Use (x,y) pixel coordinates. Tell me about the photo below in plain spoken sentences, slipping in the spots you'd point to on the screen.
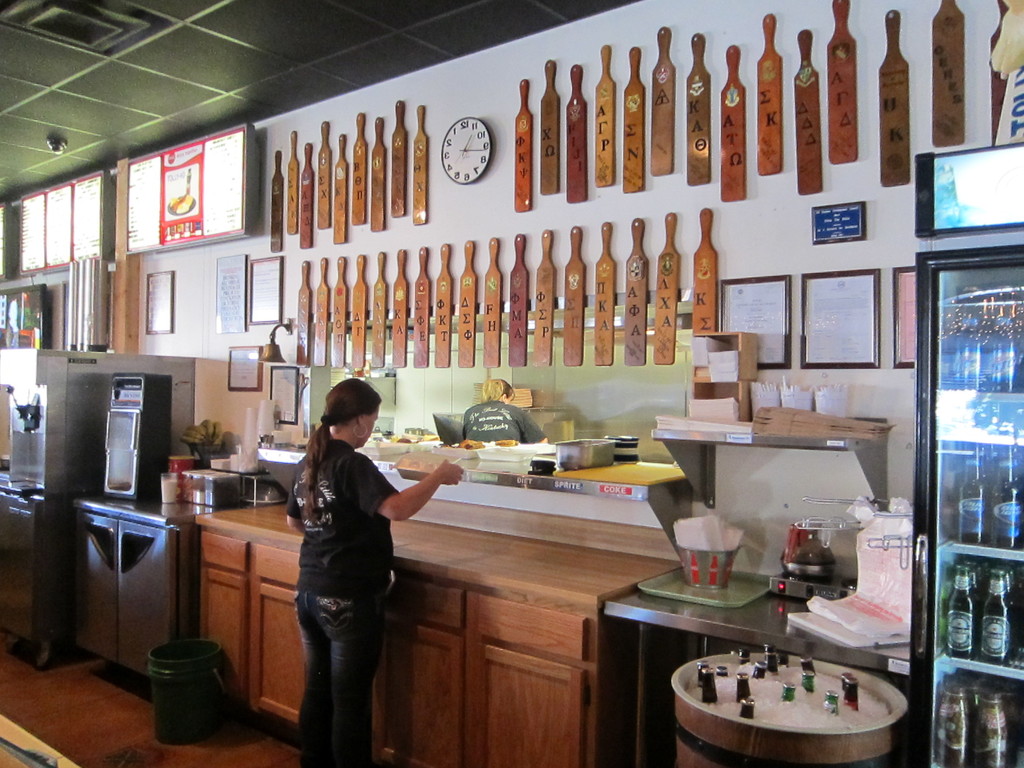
There is a woman (323,607) in the picture standing in front of a desk (453,568). There are some kitchen accessories (521,448) on the table (429,566). There are some photographs (238,380) and paddles (611,340) attached to the wall (468,230). We can observe wall clock (458,142) here. In the right side (962,469) there is a refrigerator (972,560) in which some drinks (968,594) were placed.
